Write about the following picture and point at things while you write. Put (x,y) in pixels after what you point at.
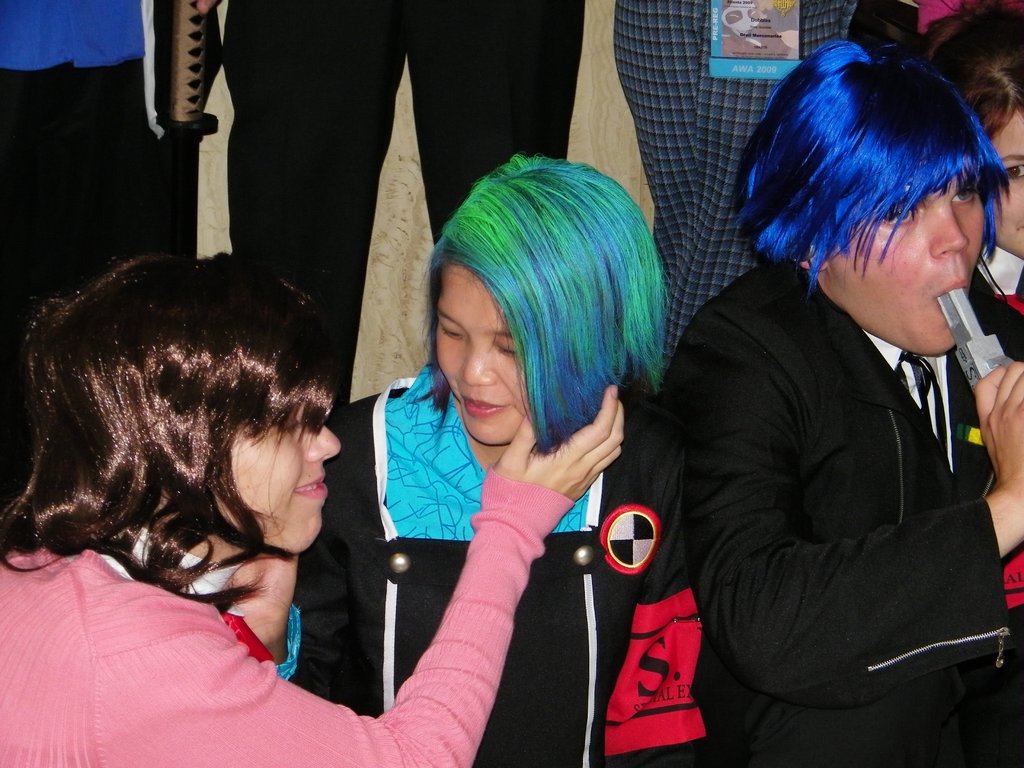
In the background (154,50) we can see the people legs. In this picture we can see people (950,219) wearing colorful hair wigs (982,163). Both women (79,754) are smiling. On the right side of the picture (989,342) we can see a man (1010,376) holding an object (995,352) and he inserted an object (963,307) in his mouth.
